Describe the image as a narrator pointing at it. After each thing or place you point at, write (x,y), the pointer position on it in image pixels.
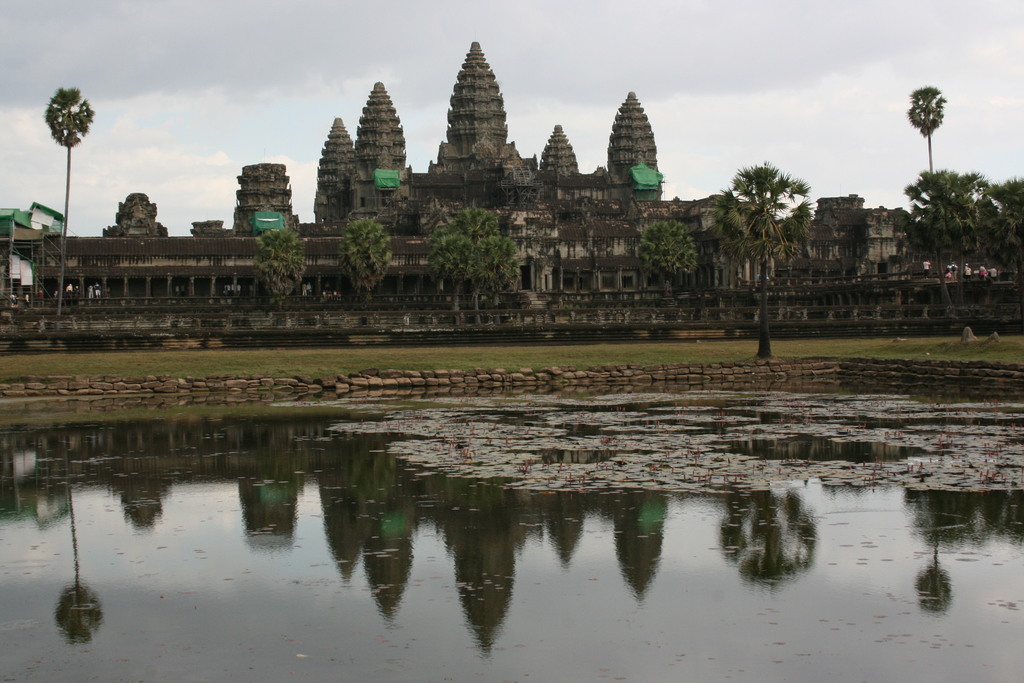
In this image at the bottom (221,595) we can see water (508,498), stones (397,377) and grass (30,372) on the ground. In the background (431,257) we can see buildings (147,261), trees (486,259), objects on the building (336,150), few persons (930,264) on the right side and clouds (346,77) in the sky (237,161).
